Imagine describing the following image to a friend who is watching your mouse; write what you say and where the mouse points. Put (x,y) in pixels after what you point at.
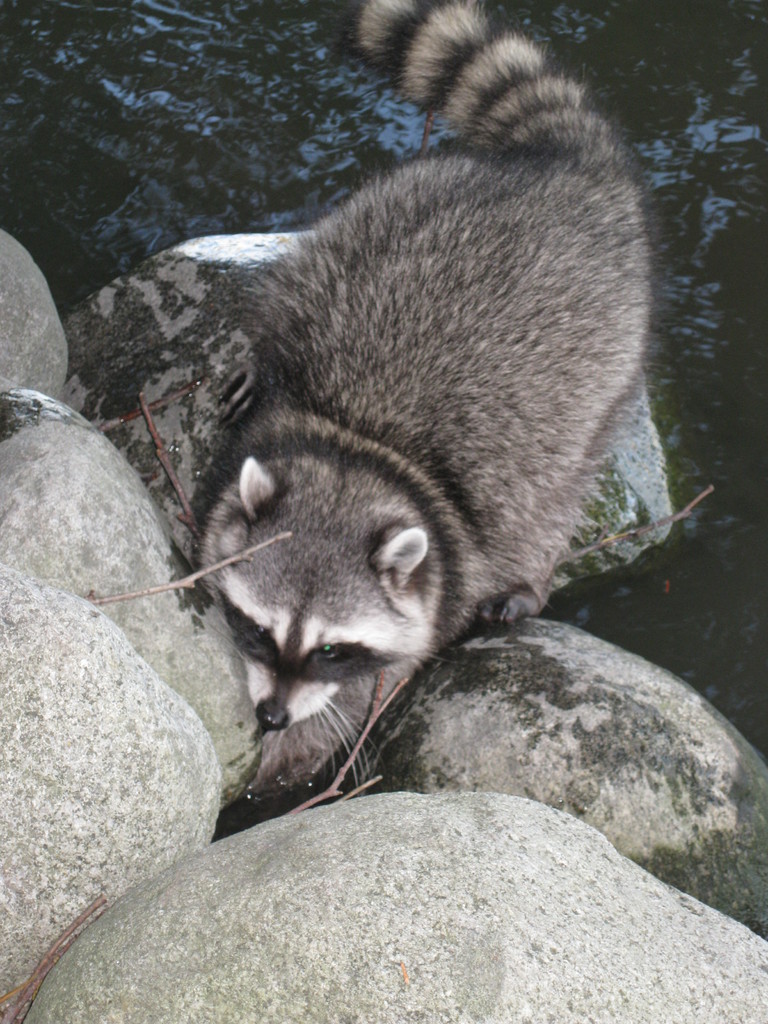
In this picture we can observe an animal (365,484) which is in grey and white color. This animal (344,411) is on the rocks (145,550). In the background (146,174) we can observe some water (657,124).
